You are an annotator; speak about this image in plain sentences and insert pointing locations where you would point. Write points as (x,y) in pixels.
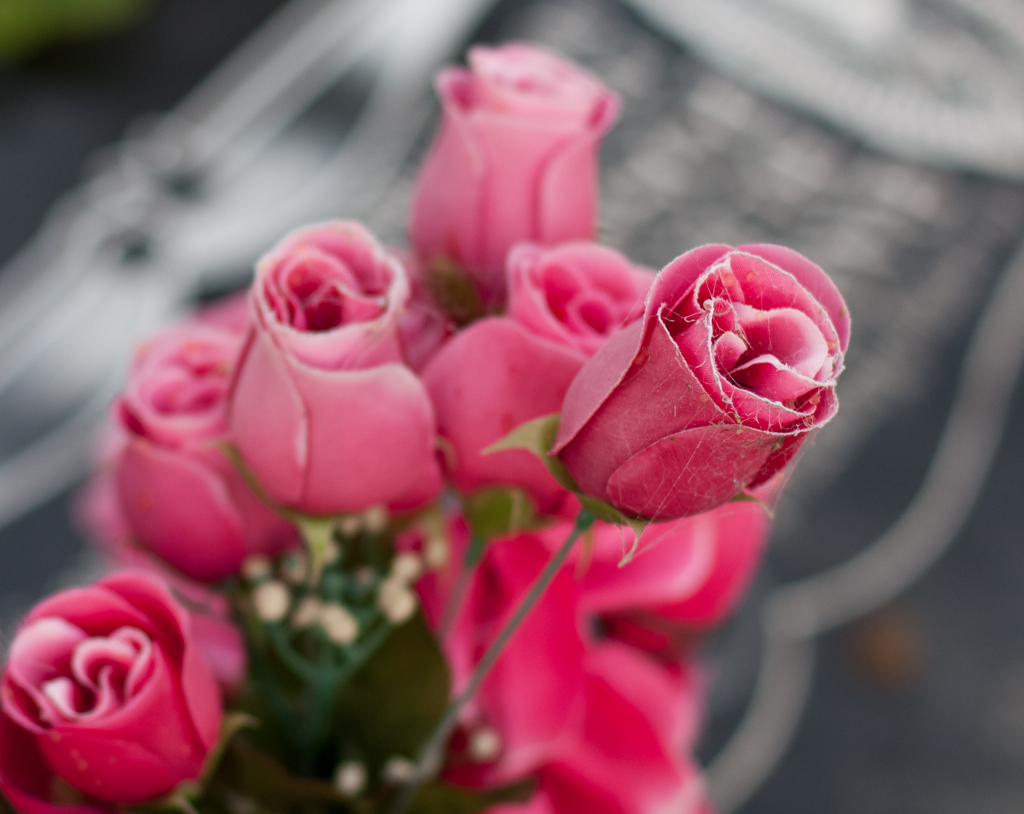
In this image I can see the flowers (322,464). I can see the flowers (439,424) are in pink color. And there is a blurred background (699,22).
